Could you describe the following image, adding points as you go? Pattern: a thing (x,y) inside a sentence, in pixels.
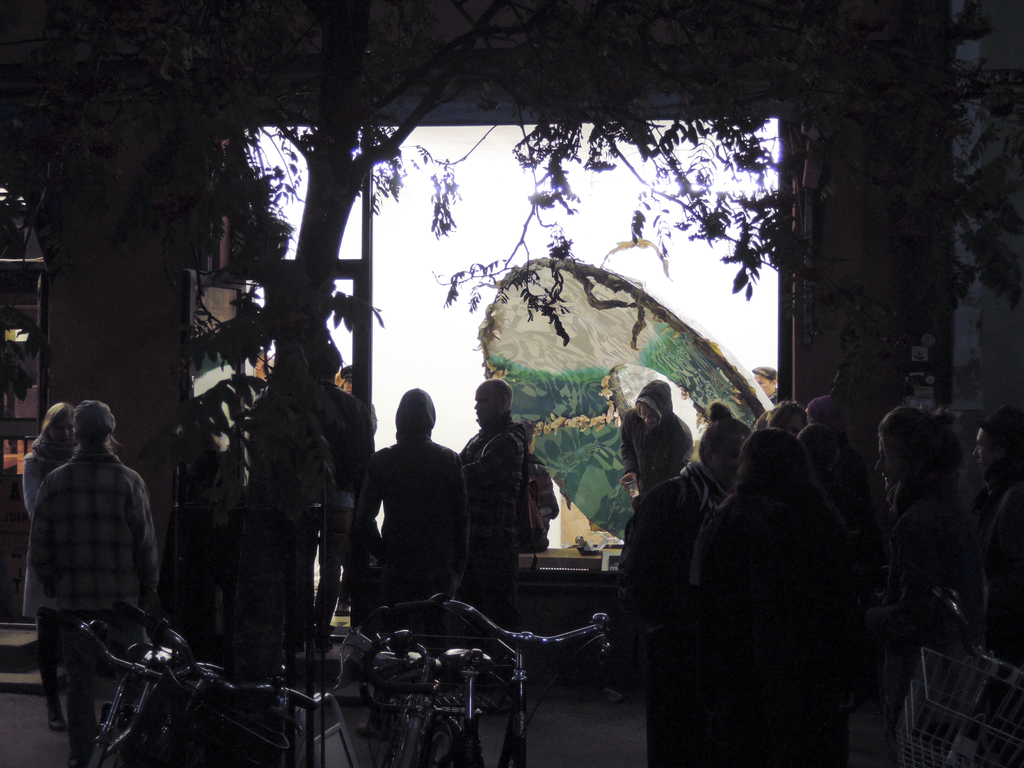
In this picture there is a group of men and women (345,463) standing outside the building (968,358) and discussing something. Behind there is a tree (189,344), white and green color decorative artwork (600,402).
